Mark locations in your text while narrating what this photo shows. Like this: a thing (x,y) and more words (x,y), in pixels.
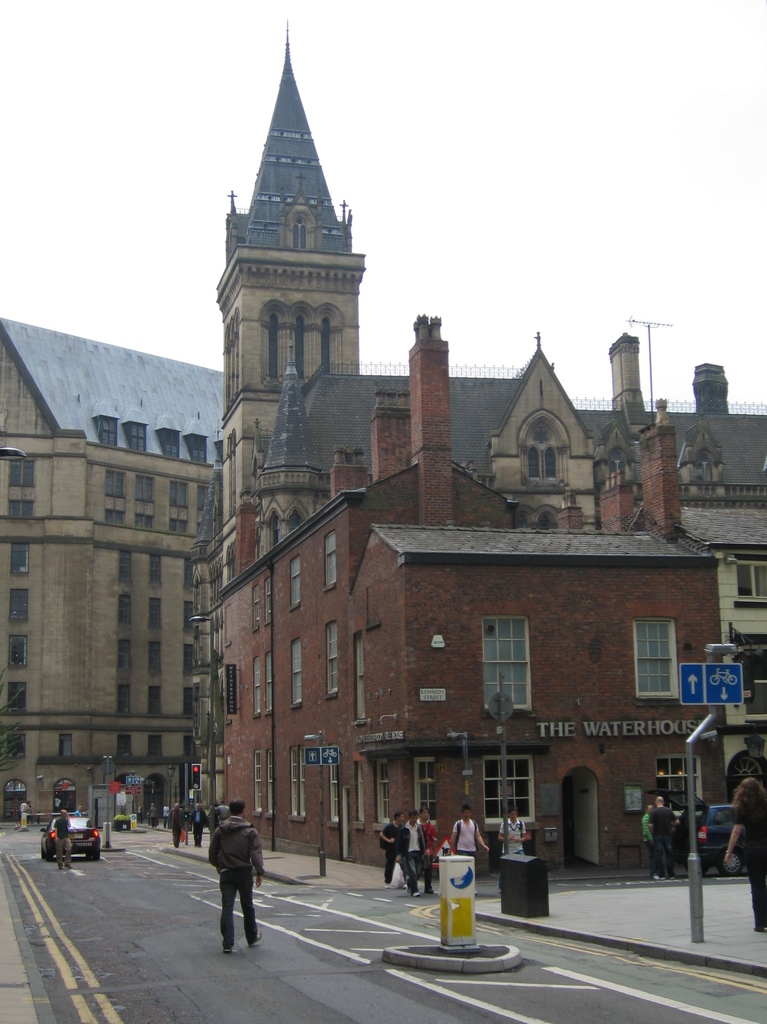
In this image in the center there is a man (235,884) walking. In the background (155,688) there are buildings (247,728) and there are persons (428,815) walking and standing. On the right side (690,816) in the center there is a pole (691,804) and on the top of the pole (709,709) there is a sign board (714,696) and there is a car (81,843) on the left side (89,836) which is moving on the road (21,847).
